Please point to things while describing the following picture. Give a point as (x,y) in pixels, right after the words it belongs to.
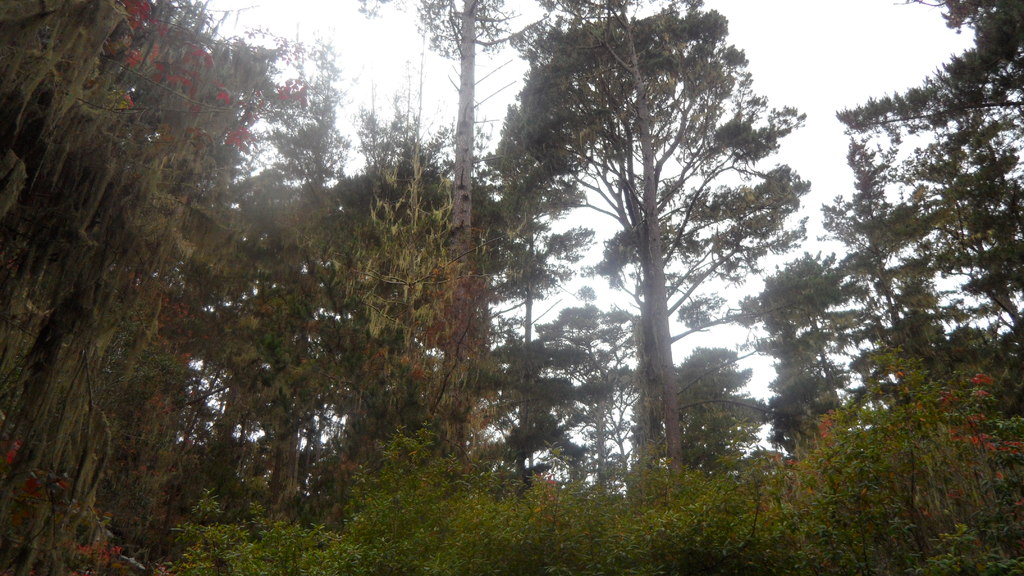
In this picture we can see the trees (411,191) and flowers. At the top of the image (752,43) we can see the sky (793,75).
